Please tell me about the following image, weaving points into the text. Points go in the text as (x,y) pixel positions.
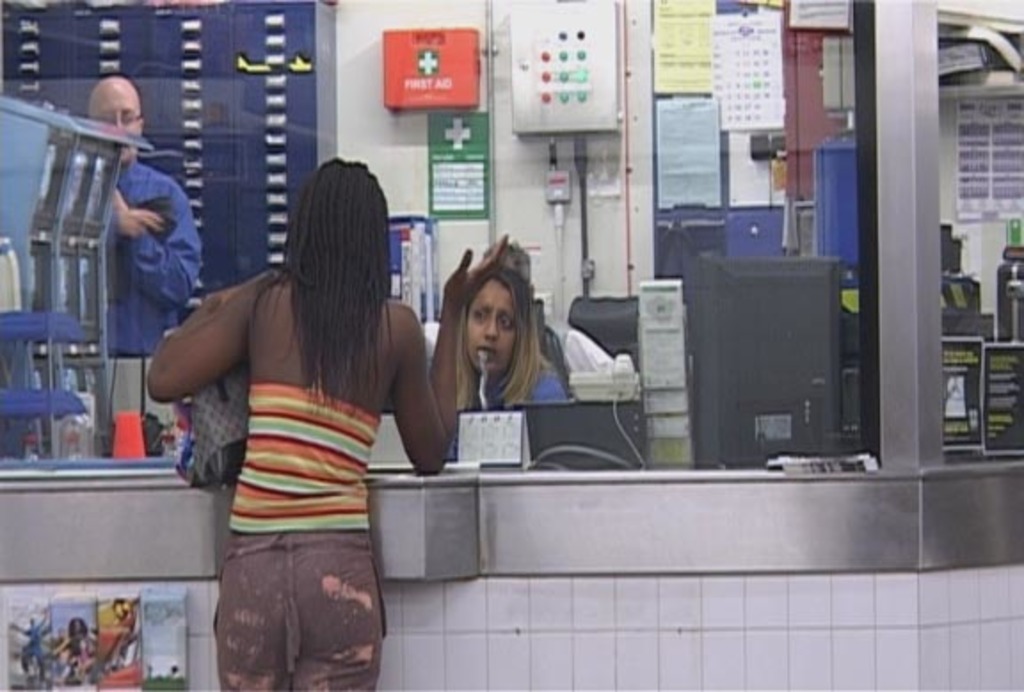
In this image I can see three persons (350,611), cabinet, machines (592,435), boxes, calendar (757,88), lockers (280,130), wall (364,106) and so on. This image is taken may be in a room (728,469).
